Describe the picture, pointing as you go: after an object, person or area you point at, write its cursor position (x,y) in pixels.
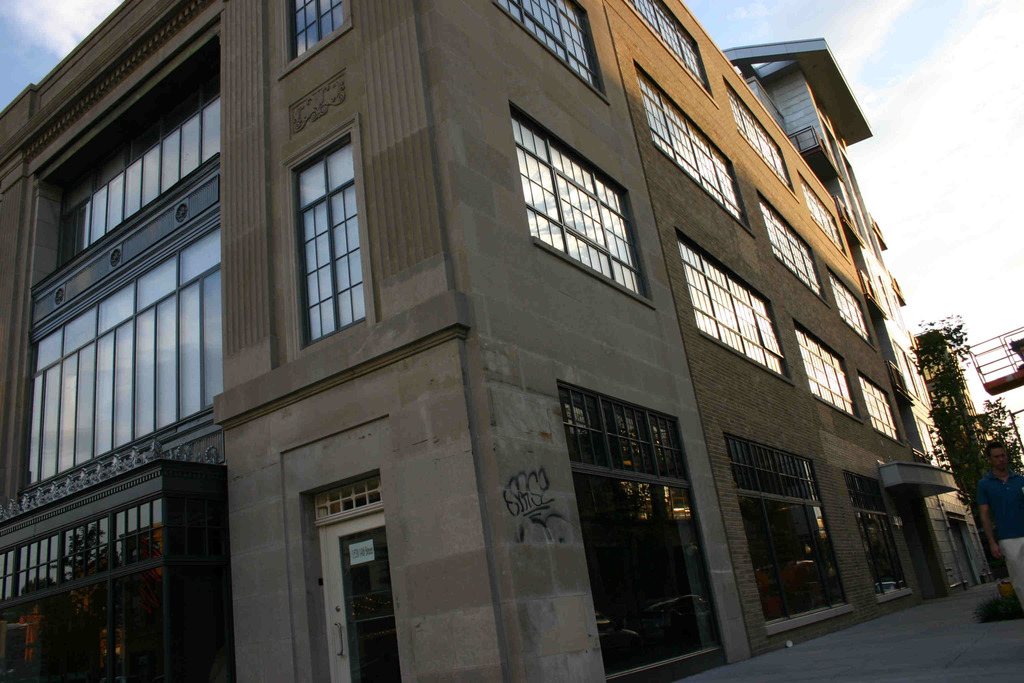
In the foreground of the image (779,368) we can see a building (512,569). To the right side of the image (1005,511) we can see a person (1019,493) standing on the path (978,672). In the background (967,431) we can see plant (955,439) and sky (973,131).
